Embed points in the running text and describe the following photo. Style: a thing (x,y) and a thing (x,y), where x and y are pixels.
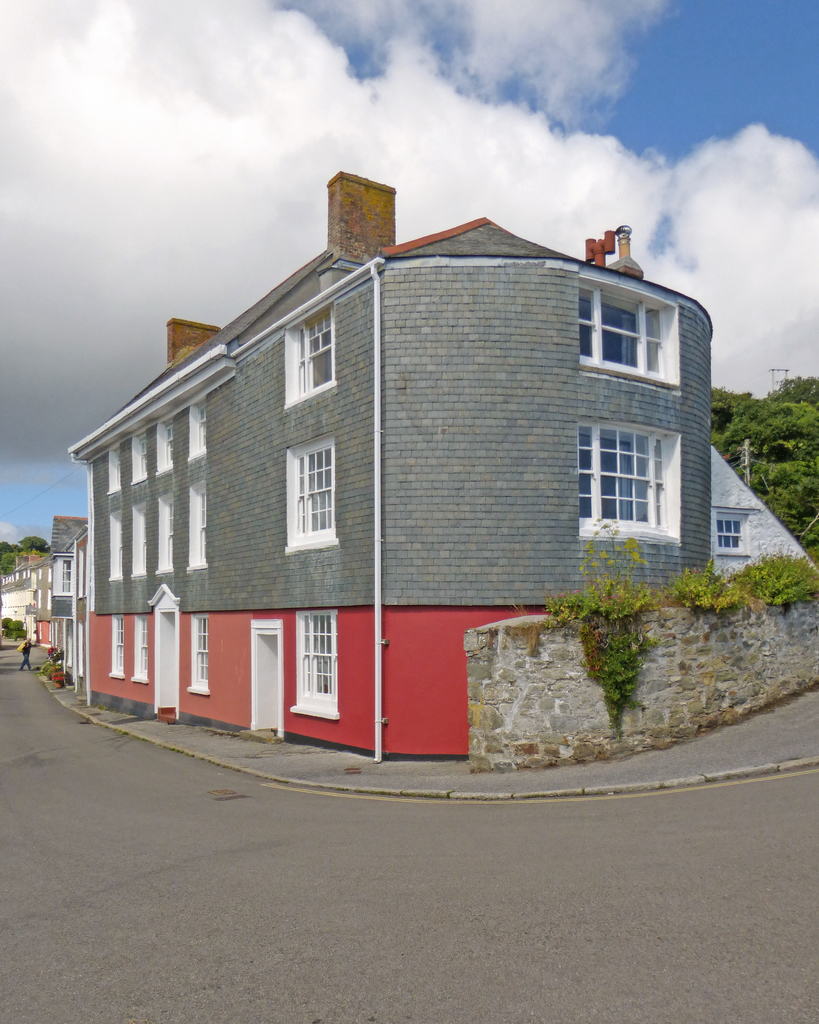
In this image there are buildings (86,581) and trees (812,543) and there is a wall (703,649). In the background (299,133) there is a person (27,653) walking and the sky (288,189) is cloudy.
